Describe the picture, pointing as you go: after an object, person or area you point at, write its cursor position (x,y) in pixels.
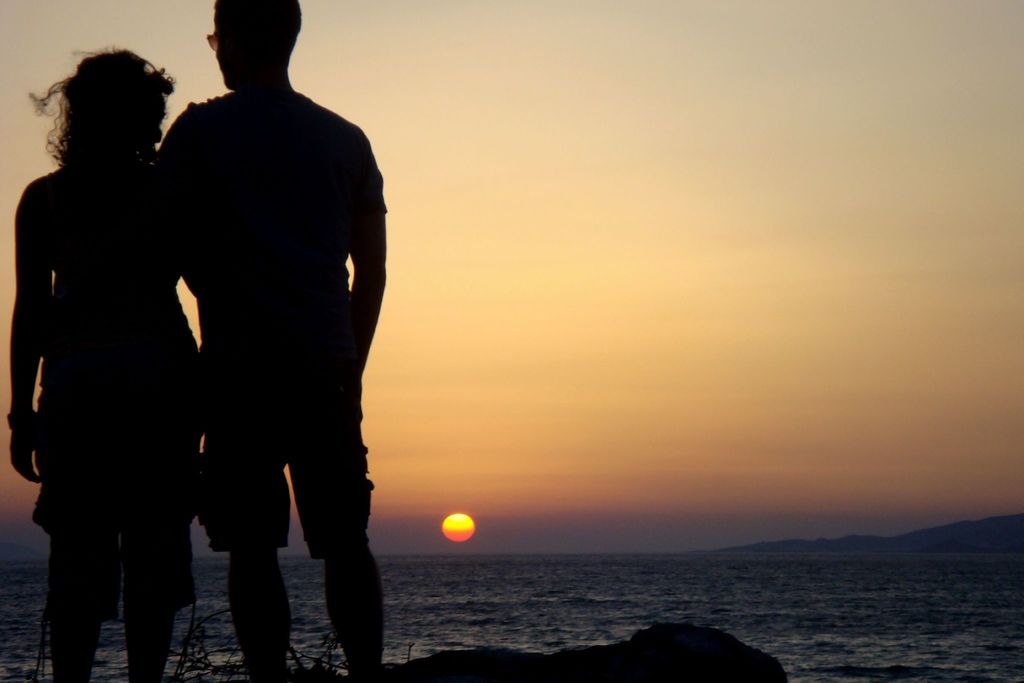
This is the man (287,492) and woman (87,448) standing. I can see the water (574,608). This looks like a rock (630,658) and the stems (185,644) with leaves (329,652). I can see the sun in the sky (483,478). In the background (793,544), these look like the hills (940,534).
